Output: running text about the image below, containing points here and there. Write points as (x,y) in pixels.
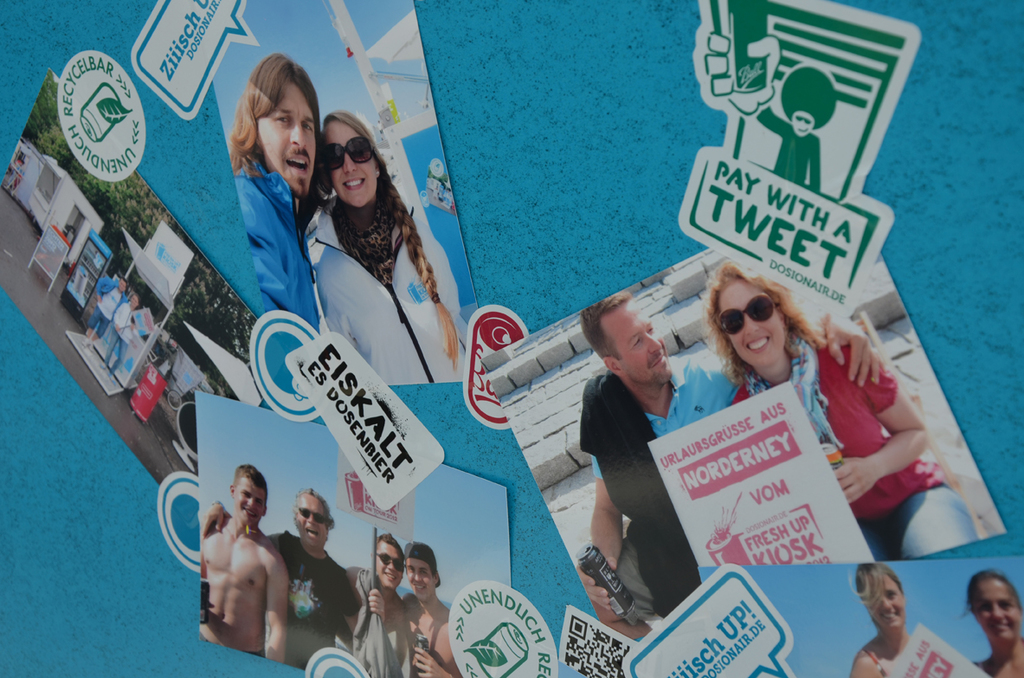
In this image I can see posters (625,317) on a wall (560,302). This image is taken, may be in a room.
